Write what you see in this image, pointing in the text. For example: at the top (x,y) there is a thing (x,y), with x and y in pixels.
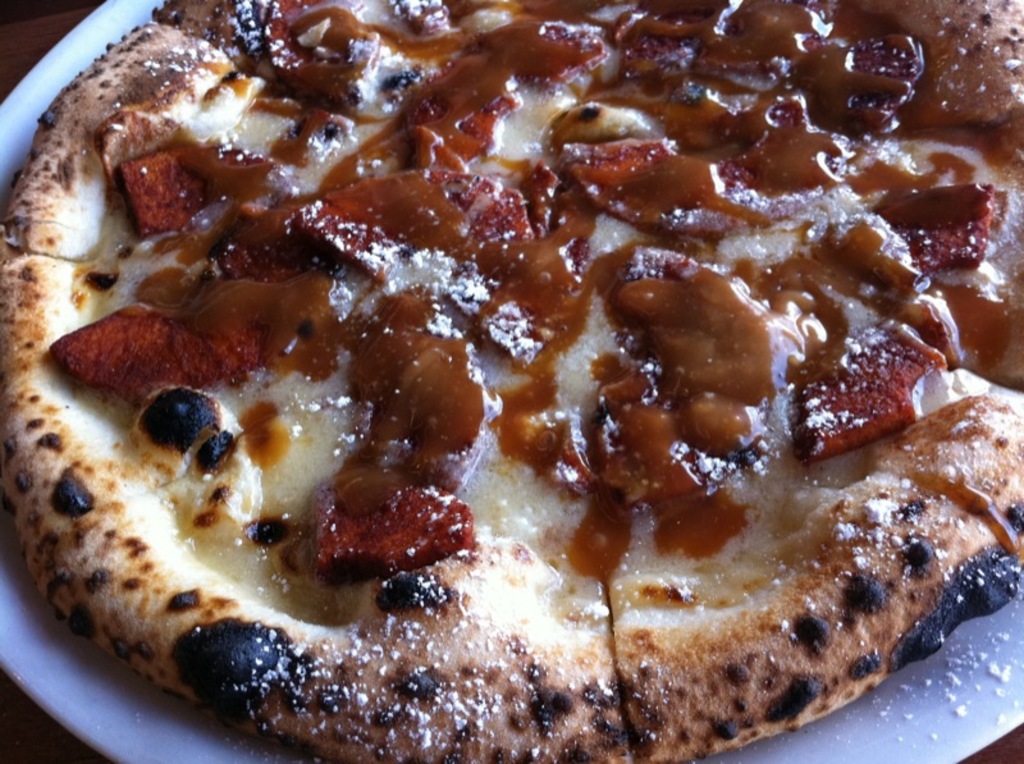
In the image we can see a plate (920,692), white in color. On the plate (914,702) there are slices (562,477) of pizza (335,313).
